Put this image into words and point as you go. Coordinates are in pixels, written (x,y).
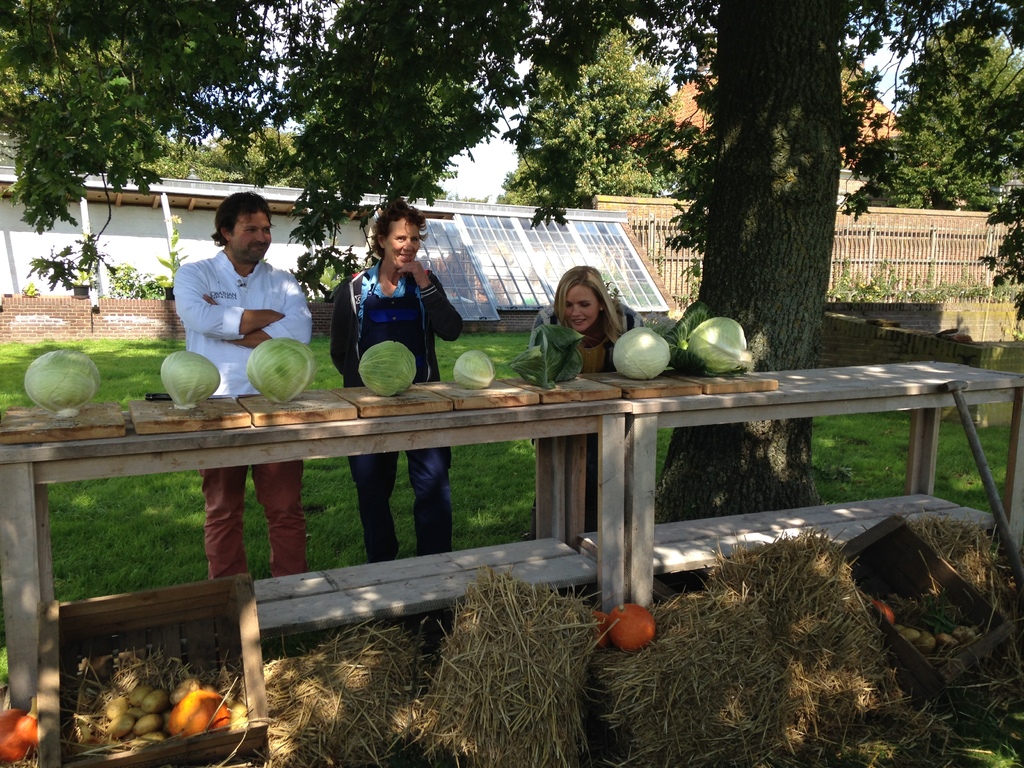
This image consists of a three persons (435,332). In front of them there is a table (33,563) on which, we can see many cabbage (540,370). On the right (792,191), there is a tree (418,93). In the background (38,248), we can see a wall (75,218) and a fencing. At the bottom (609,710), there is dry grass (389,709).
